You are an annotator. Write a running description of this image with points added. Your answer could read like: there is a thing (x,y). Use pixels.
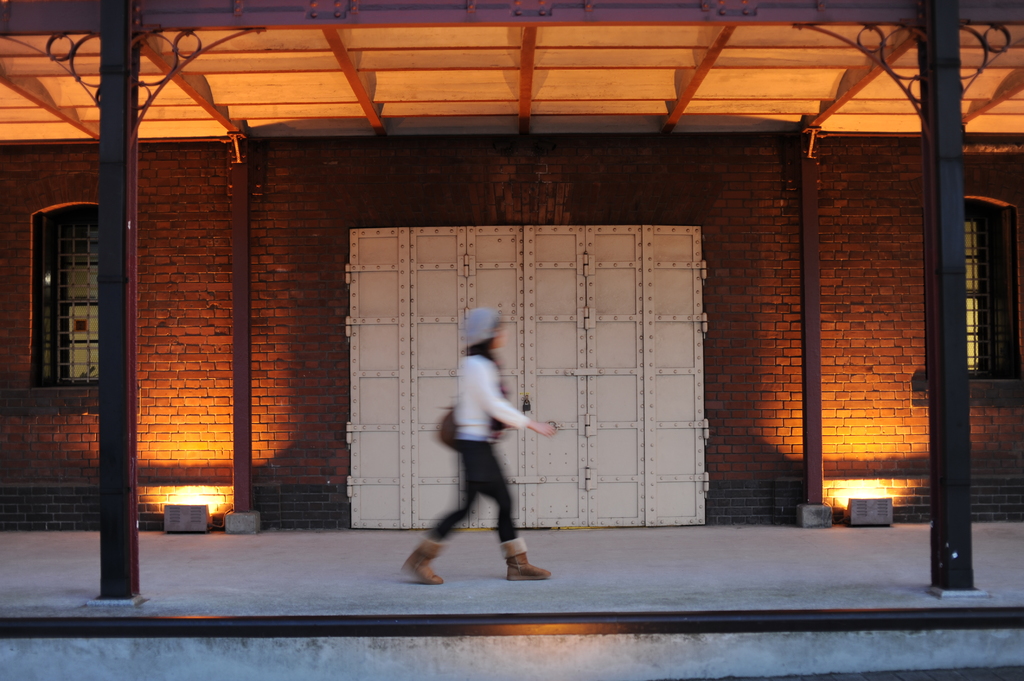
This is the outside view of a building (703,371). Here we can see one person (436,552) is walking on this floor (692,573). And on the background (781,383) there is a door (631,338) and this is wall (756,259). Even we can observe two windows (75,354) one is on the left (77,323) and another is on the right (1003,302). We can observe two lights (864,508) here. This is roof (420,67).
